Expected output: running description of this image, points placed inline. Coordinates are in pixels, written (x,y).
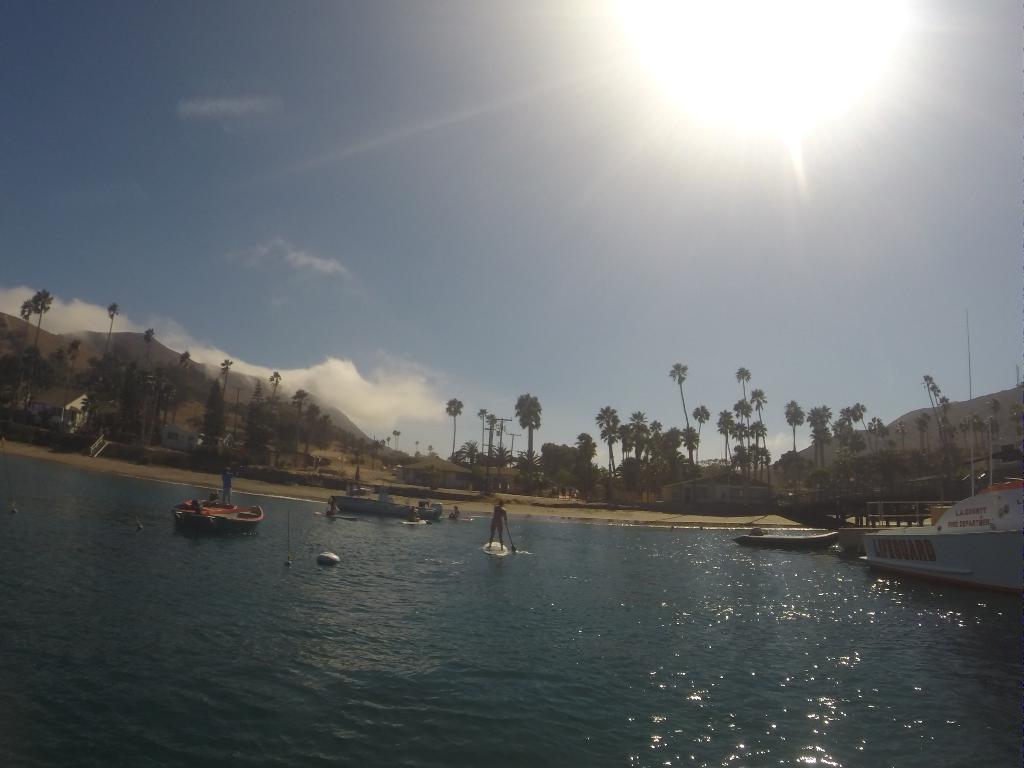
In this image there is a river (633,568), in that river (270,584) there are boats (999,535), in the background (753,441) there are trees (650,480) and houses (63,409) and mountains (885,434) and a sky (702,254).
